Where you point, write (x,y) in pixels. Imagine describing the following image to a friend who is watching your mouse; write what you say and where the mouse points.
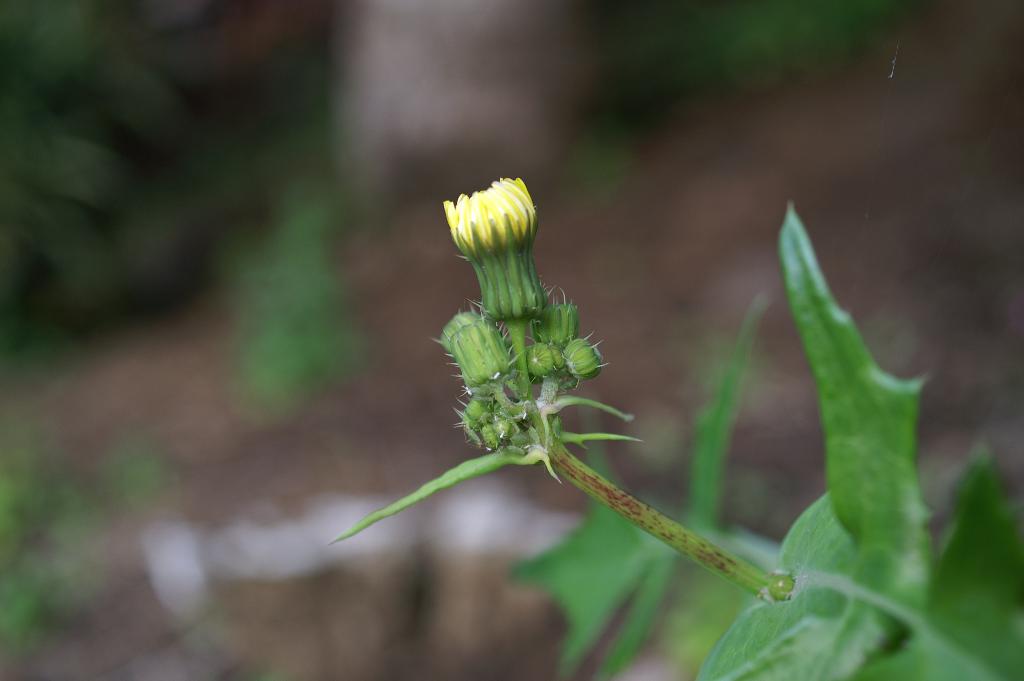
In this image we can see some buds (521,431), stem (543,438) and leaves (797,607) of a plant (640,535).
